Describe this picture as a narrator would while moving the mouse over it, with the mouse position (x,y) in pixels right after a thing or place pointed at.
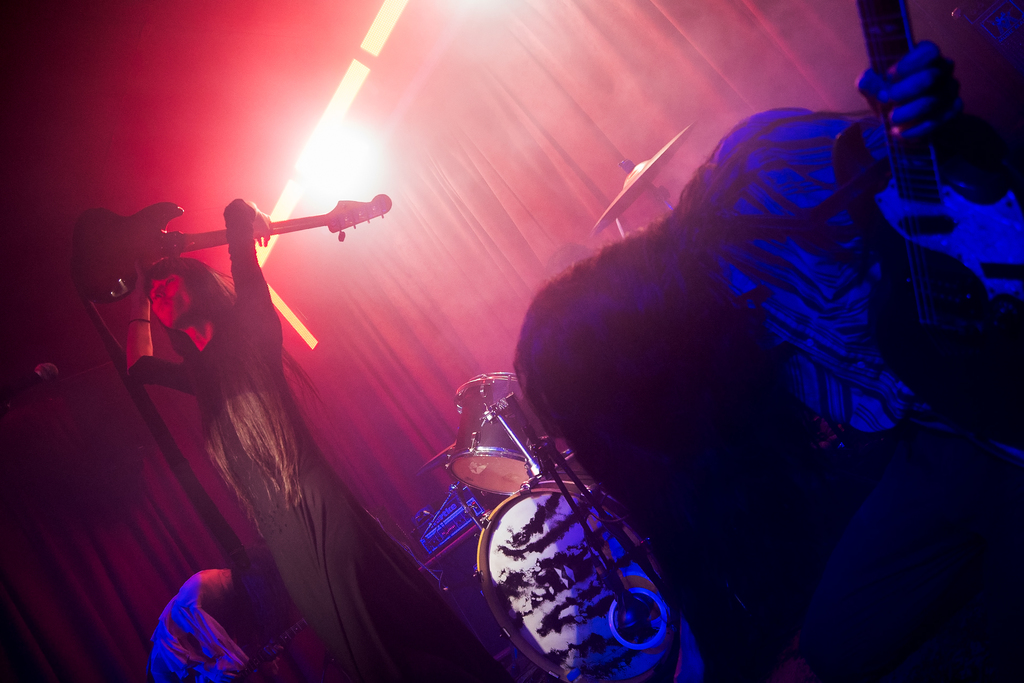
here a human (395,677) performance by holding a guitar (380,196) in her hand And we can see a light (369,187) back to her.
